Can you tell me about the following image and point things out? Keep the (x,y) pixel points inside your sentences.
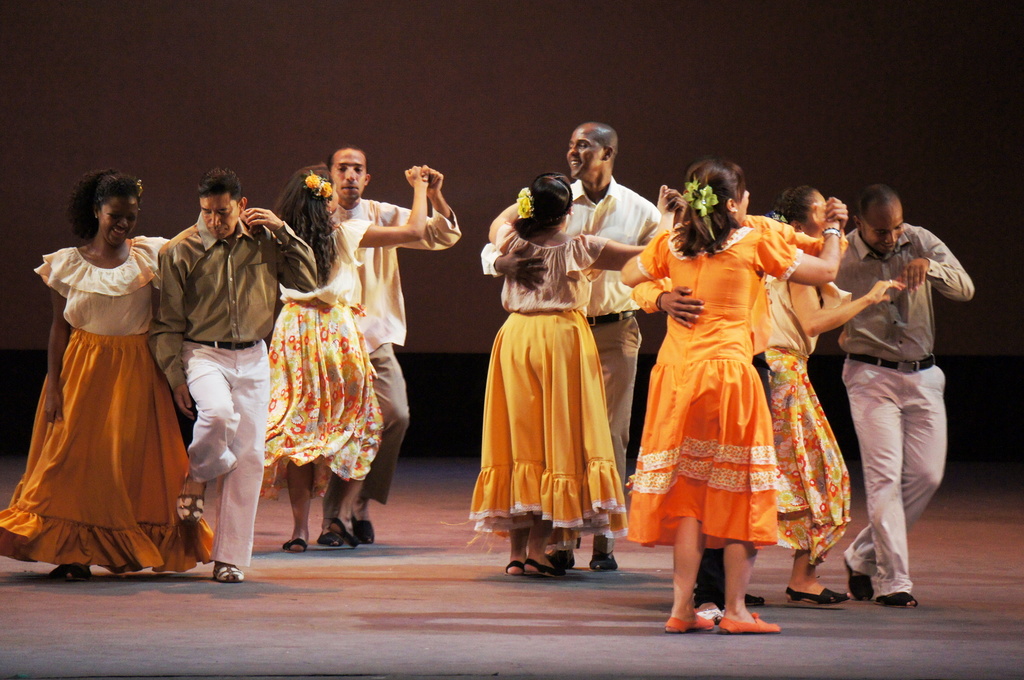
In this image, we can see some couples (730,454) dancing on the floor (765,559), in the background (441,366), we can see a wall (398,75).
